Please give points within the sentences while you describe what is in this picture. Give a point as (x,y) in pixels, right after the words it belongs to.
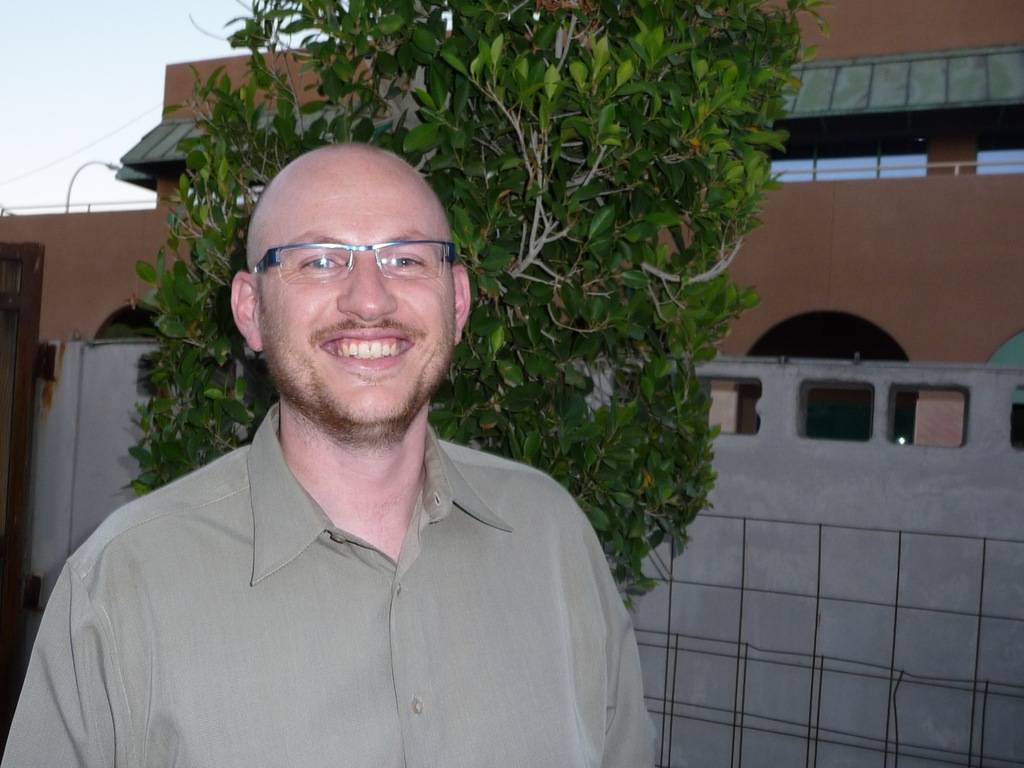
In this image in front (323,376) there is a person (356,487) wearing a smile on his face (314,350). Behind him there is a tree (584,283). There is a wall (831,562). In the background of the image (154,251) there is a building (143,261) and there is sky (90,65).
